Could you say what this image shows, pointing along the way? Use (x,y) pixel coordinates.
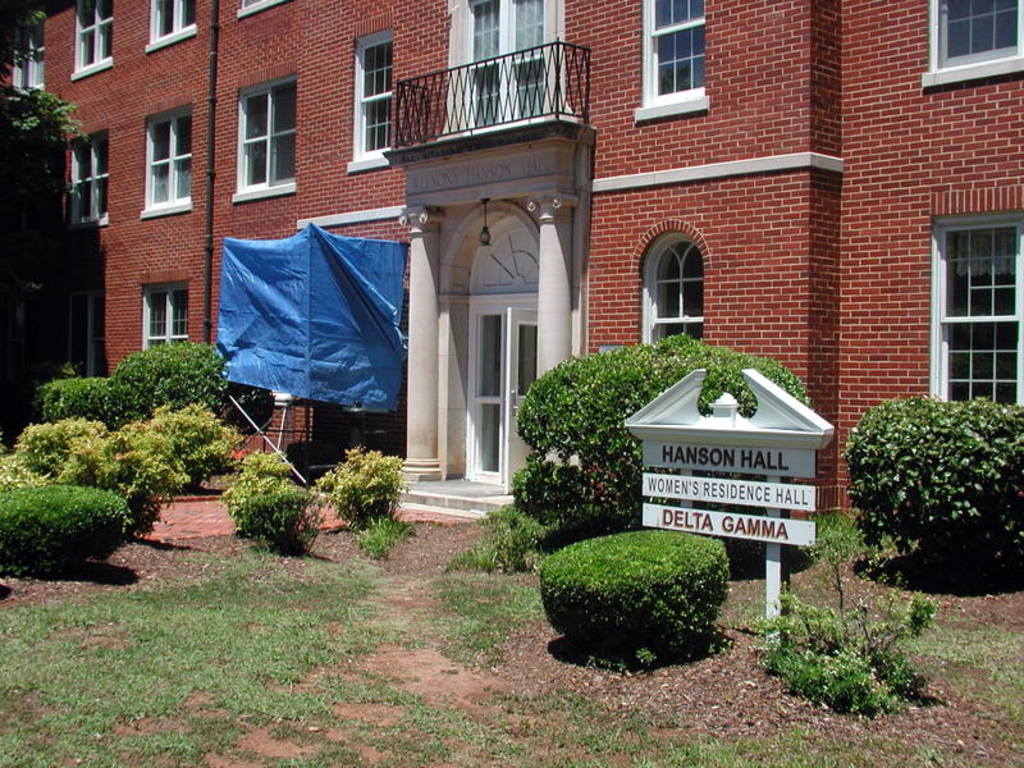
In this image we can see a building (509,170), windows (650,303), a door (483,344), pipe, a plastic sheet (300,313), there are some plants (706,541), trees (34,108), grass (176,666), and a board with some text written on it.
